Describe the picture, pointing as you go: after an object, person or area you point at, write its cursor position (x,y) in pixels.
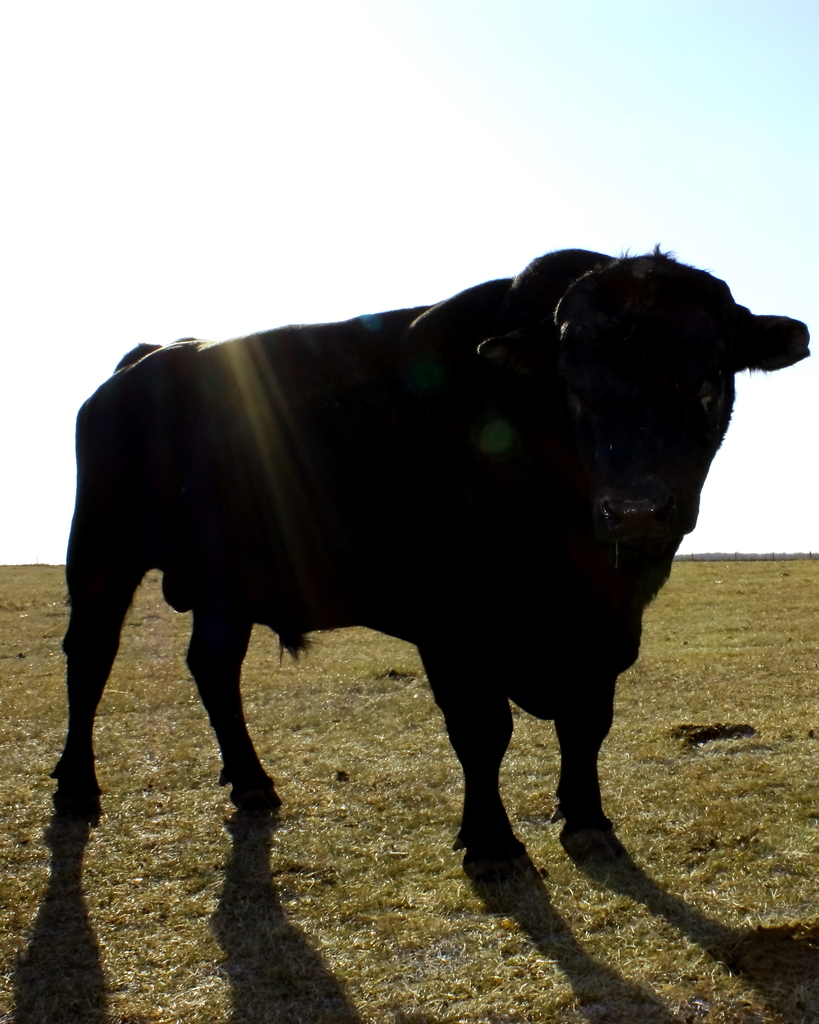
In this picture we can see a bull (467,480).
